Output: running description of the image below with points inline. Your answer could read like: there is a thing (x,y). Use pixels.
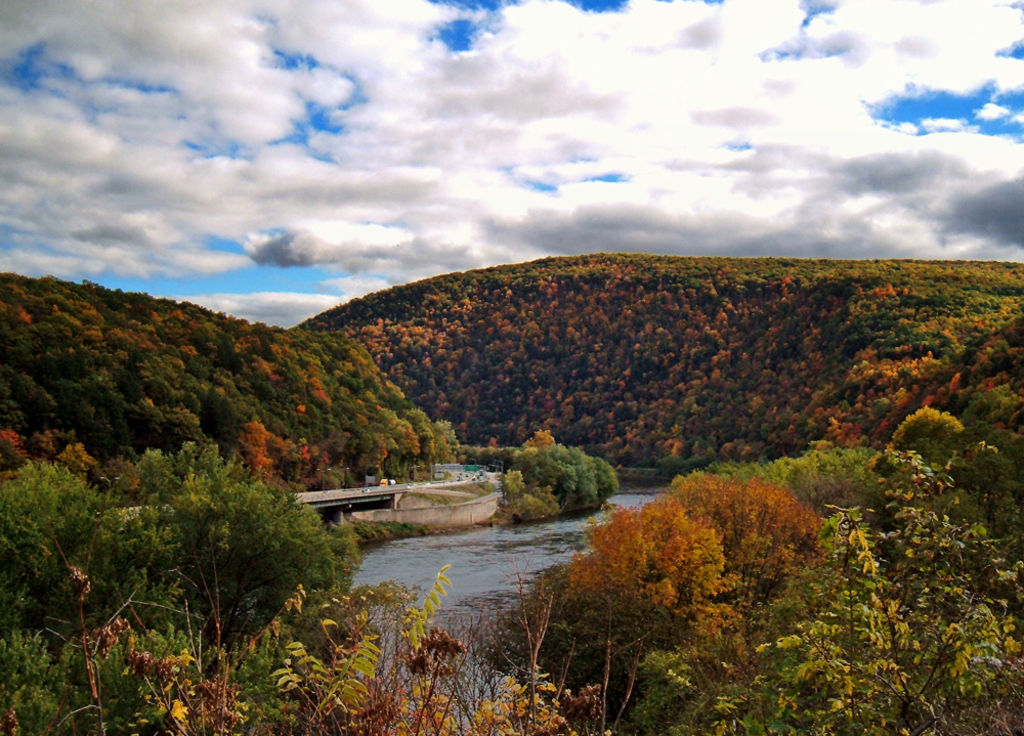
This picture is clicked outside. In the foreground (527,672) we can see the plants (711,588). In the center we can see some objects (457,514) in the water body (508,549). In the background (53,326) we can see the hills (694,292), trees (680,334) and some other items (455,483) and we can see the sky (452,198) which is full of clouds (277,242).
